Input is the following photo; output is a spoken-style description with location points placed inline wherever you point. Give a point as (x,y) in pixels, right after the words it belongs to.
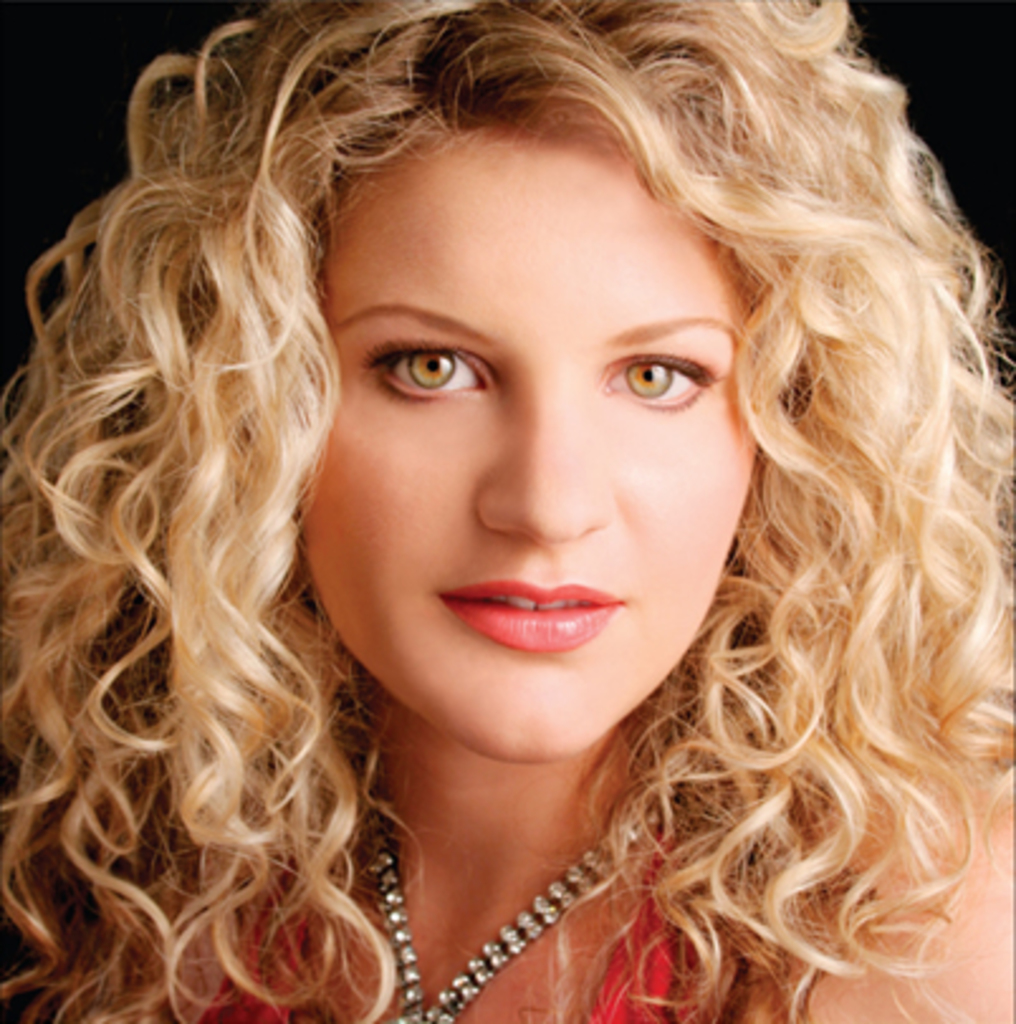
In this image we can see a woman (612,336) with blonde hair (261,271) and the background (90,67) is dark.
